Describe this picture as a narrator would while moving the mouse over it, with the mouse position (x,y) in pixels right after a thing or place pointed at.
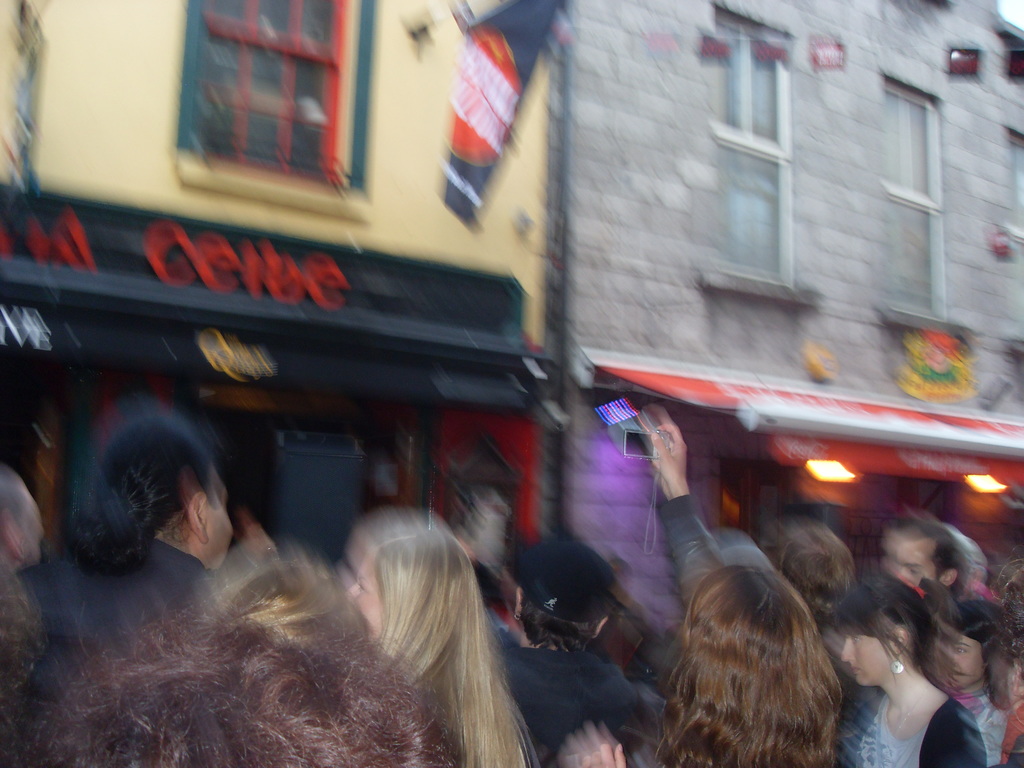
The image is blurred. At the bottom (515,605) there are people (430,620) on the streets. On the top (456,171) there are buildings (852,121), lights (841,478), windows (731,166) and a flag (495,104).
